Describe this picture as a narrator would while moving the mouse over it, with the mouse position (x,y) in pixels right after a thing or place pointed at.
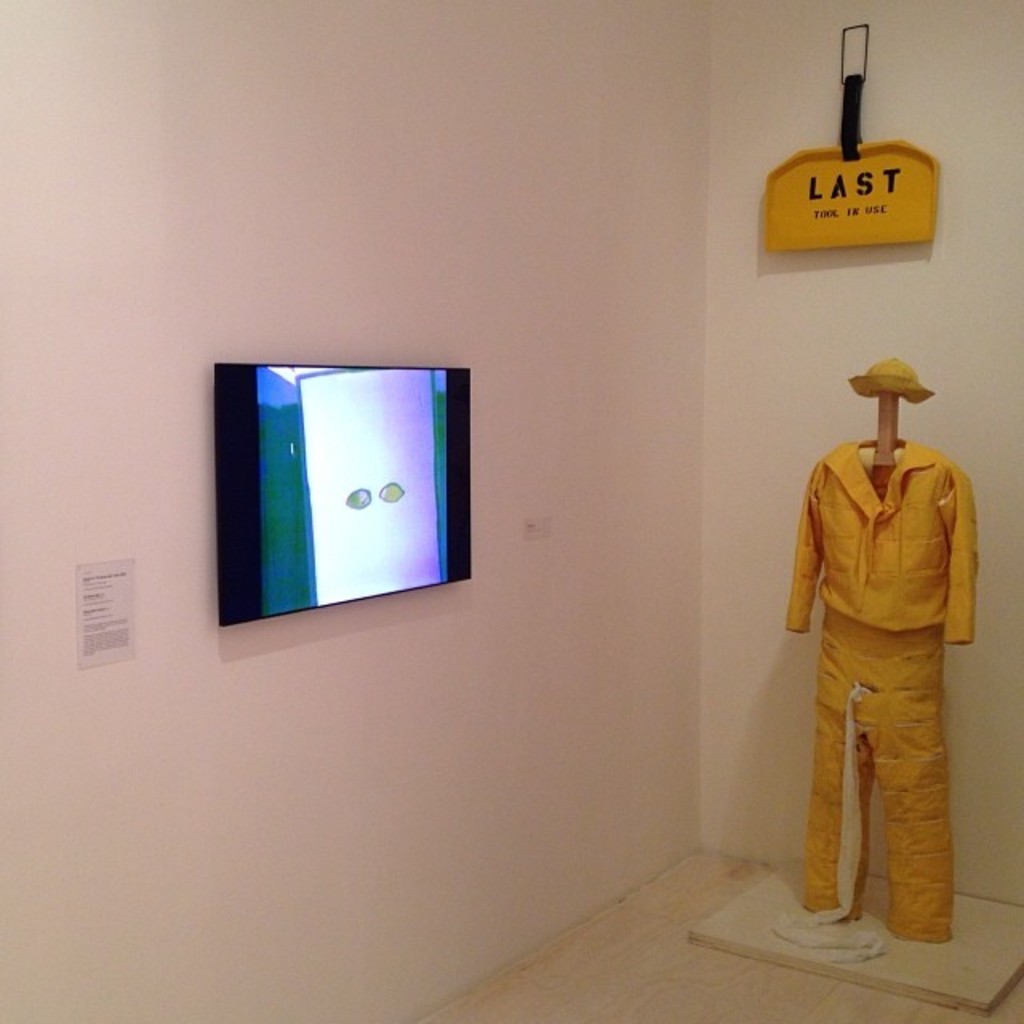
In this image there is a television (381,494) on the wall (296,646). Beside the television (285,596) there is a small paper (100,615) sticked on the wall (147,637). To the right (876,597) there is a dress (901,567). Above to it there is a board (865,204). There is text (841,184) on the board (882,166). In the background (751,94) there is a wall (751,94).
